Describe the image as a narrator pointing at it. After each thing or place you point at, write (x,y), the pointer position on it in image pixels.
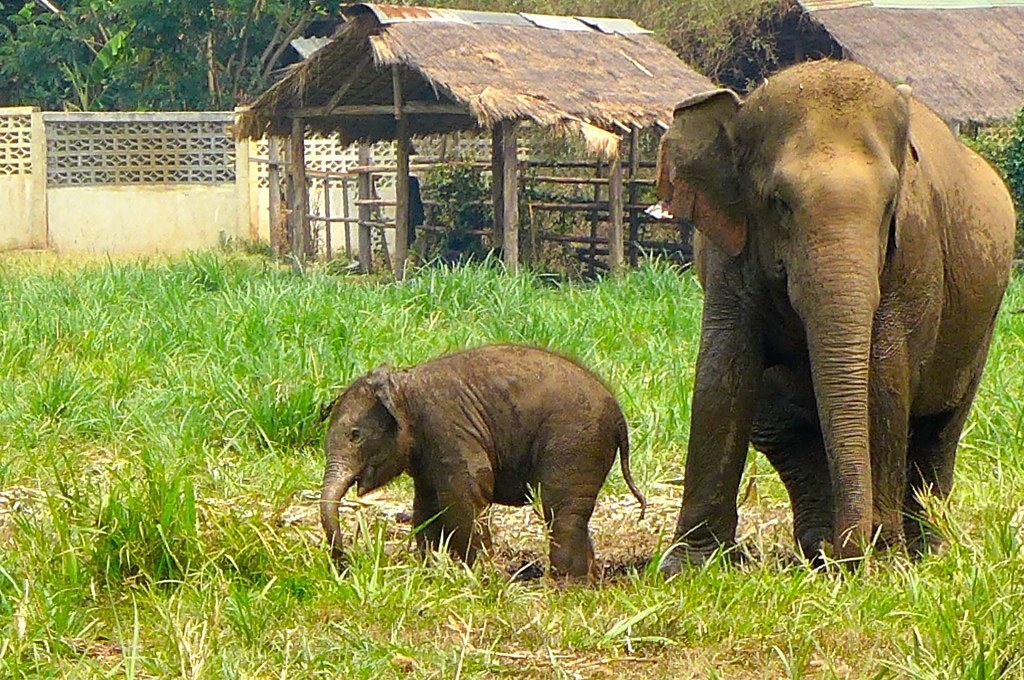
In this picture I can see elephant (783,351) and its calf (483,452) and I can see grass (420,332) on the ground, few trees (272,52) and couple of huts (930,10) in the back (709,13) and I can see a wall (223,229).
